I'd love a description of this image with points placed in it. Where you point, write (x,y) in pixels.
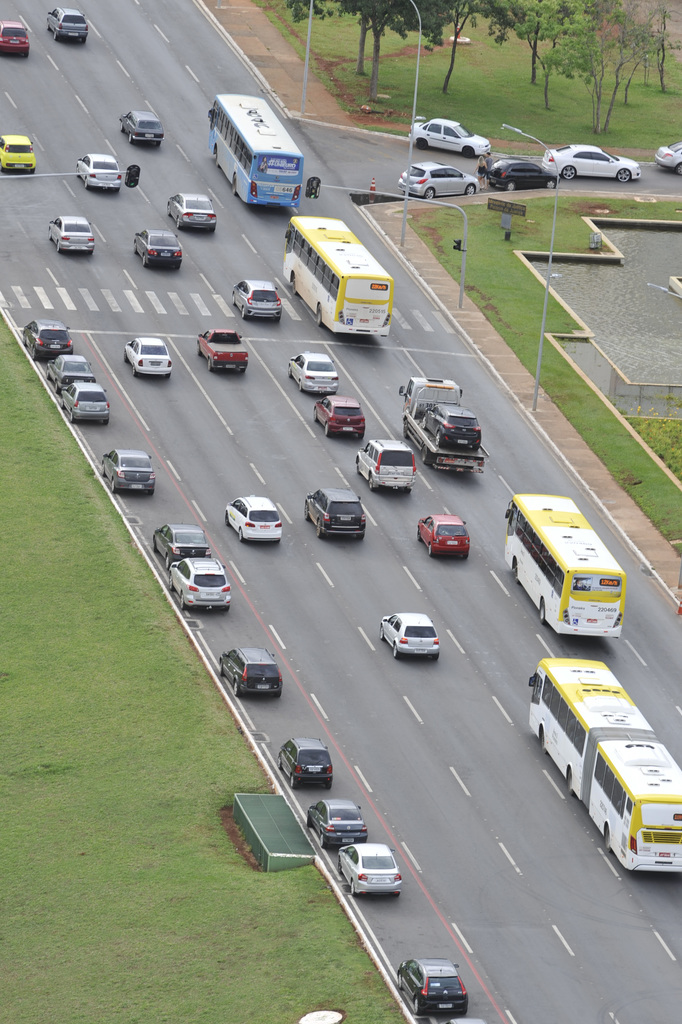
This picture is clicked outside. On the left (56,523) we can see the green grass (95,760). In the center (453,414) there are many number of vehicles (362,413) seems to be running on the road (150,25). In the background (584,35) we can see the trees (574,35).
